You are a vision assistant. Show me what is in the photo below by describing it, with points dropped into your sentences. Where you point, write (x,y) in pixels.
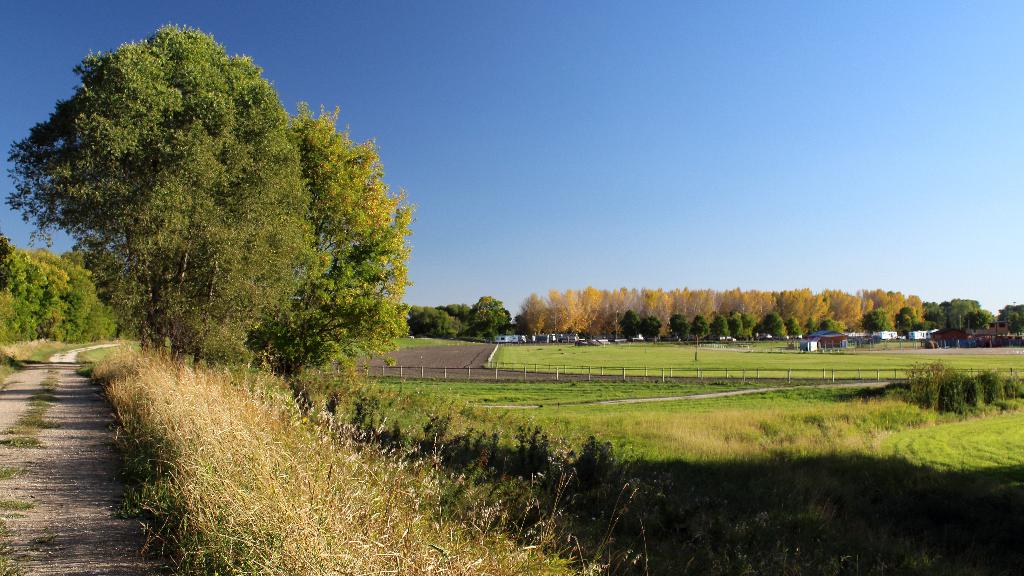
The picture is taken along the countryside (259,490). In the foreground of the picture (403,421) there are fields (994,461), grass (296,432) and path (73,383). In the center of the picture (366,198) there are trees (204,293), fencing (562,373), fields (679,374). In the background (546,324) there are trees (797,324) and houses (818,340). Sky (720,217) is sunny.
